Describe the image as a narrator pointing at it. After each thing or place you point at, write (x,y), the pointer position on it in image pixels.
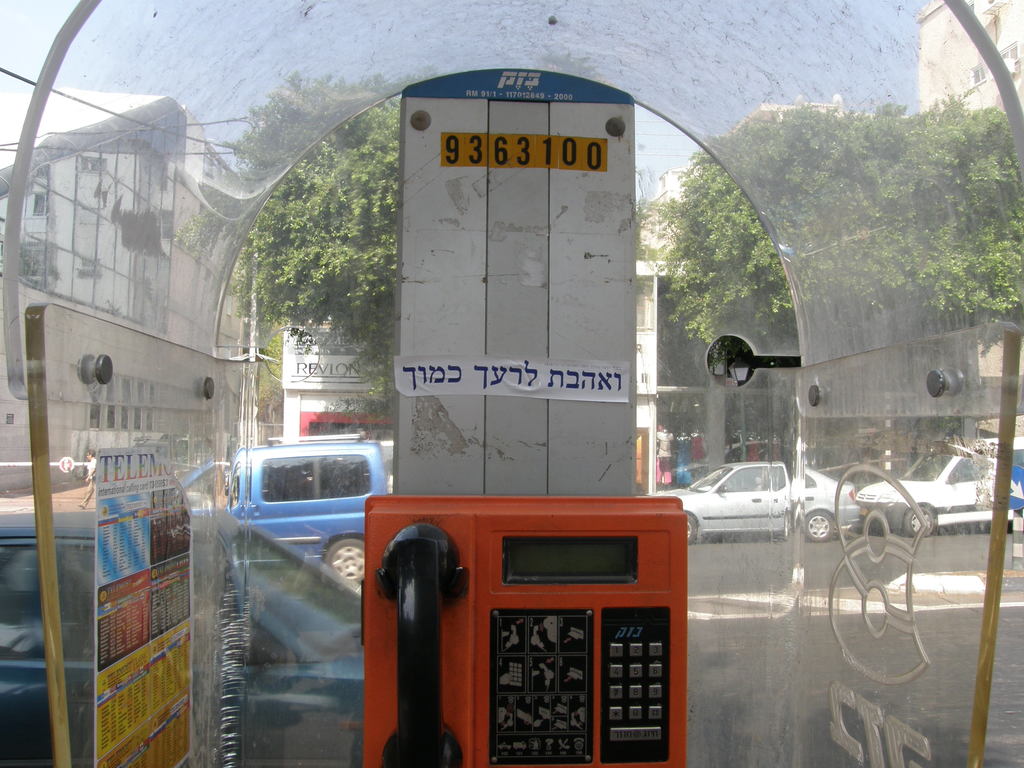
Here we see telephone (522,655) and poster (102,715) on glass (175,458). Background (16,557) there are buildings (37,214), vehicles (285,539) and trees (269,232).
